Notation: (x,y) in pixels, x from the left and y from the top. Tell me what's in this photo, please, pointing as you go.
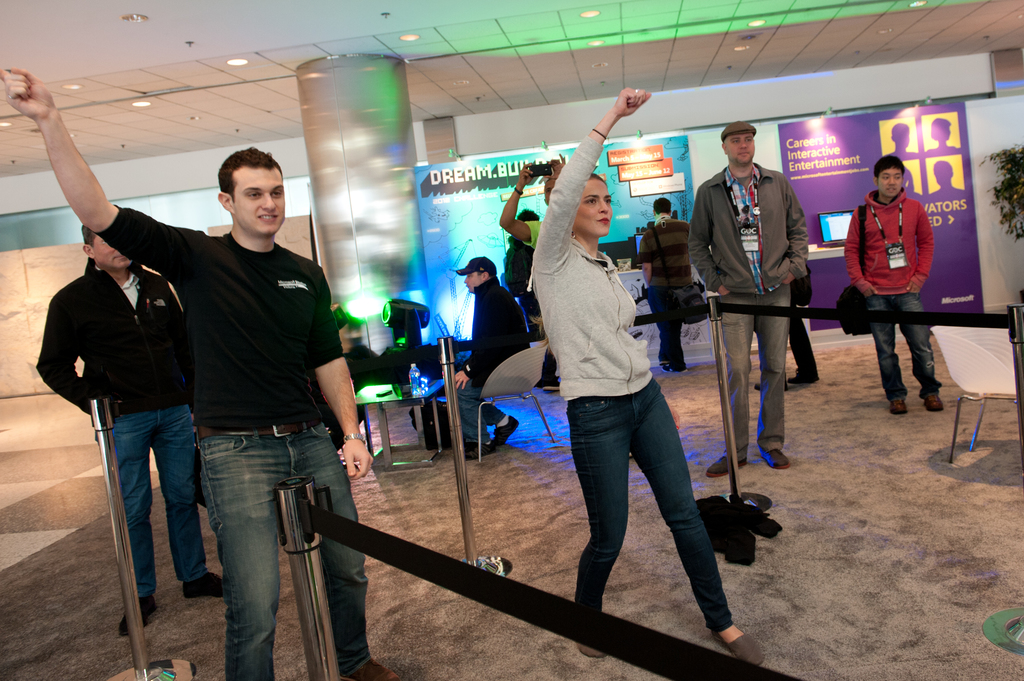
In the center of the image (622,378) we can see persons (182,438) standing on the floor (555,506). In the background (900,268) we can see pillar (310,183), persons (668,261), chair (523,380), table (374,396), light (404,323) and wall (20,225).
